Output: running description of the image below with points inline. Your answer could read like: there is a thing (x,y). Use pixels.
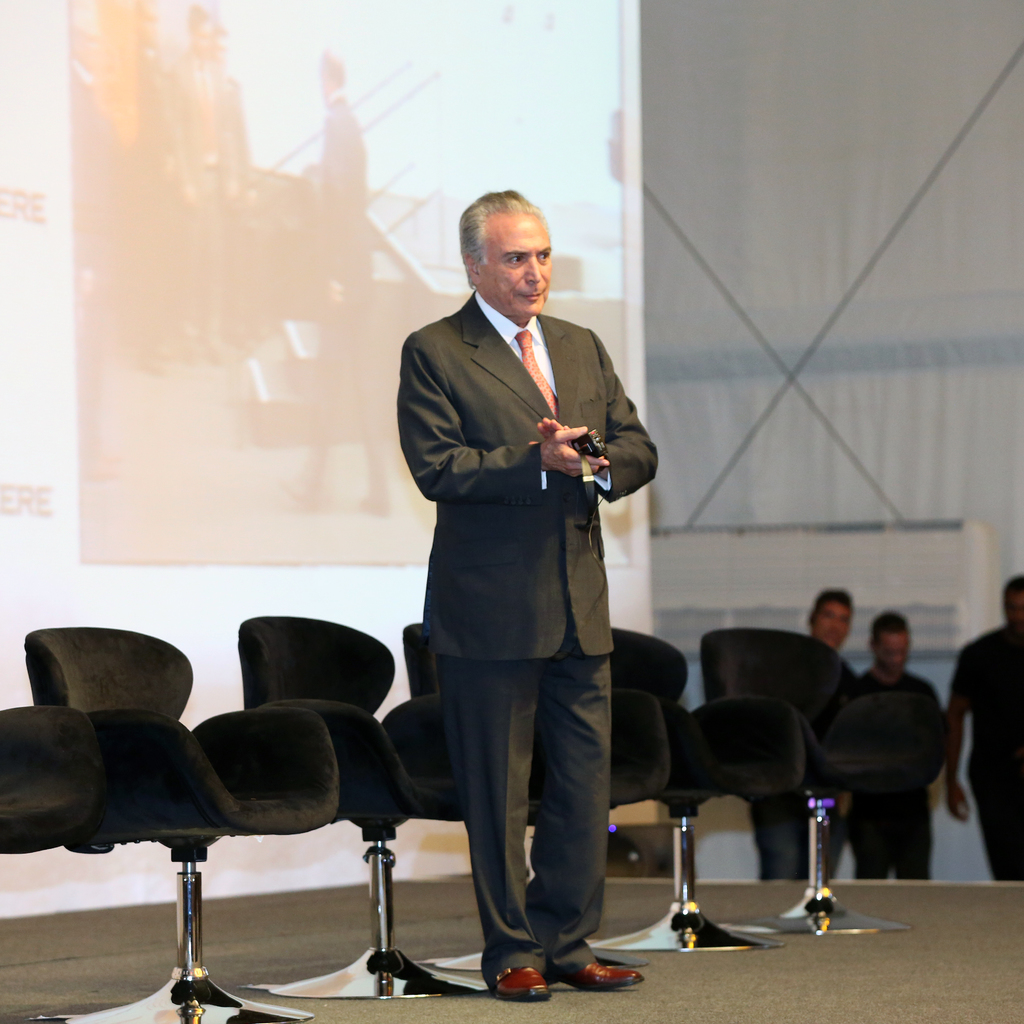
In the middle of the image (435,485) a man (447,582) is standing and holding something in his hand (579,428). Behind him there are some chairs (752,660). Bottom right side of the image (991,698) few people (960,791) are standing. Top right side of the image (880,105) there is wall (683,77). Top left side of the image (284,39) there is a screen (258,208).
